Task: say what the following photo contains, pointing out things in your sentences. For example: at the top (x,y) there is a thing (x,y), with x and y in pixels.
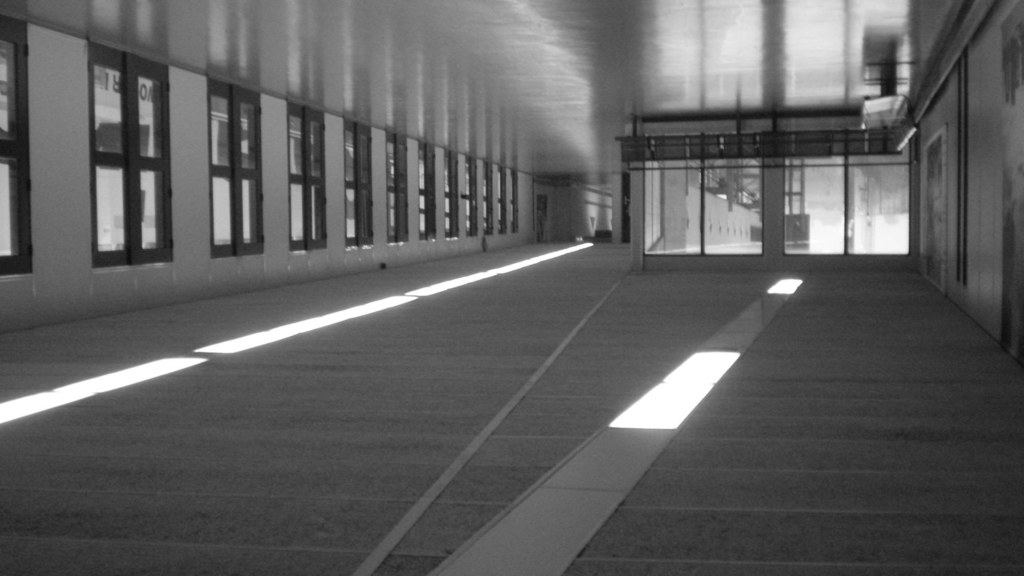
In this image there are windows (489,207) and behind the windows (123,185) there are objects (109,140) and there are lights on the floor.
